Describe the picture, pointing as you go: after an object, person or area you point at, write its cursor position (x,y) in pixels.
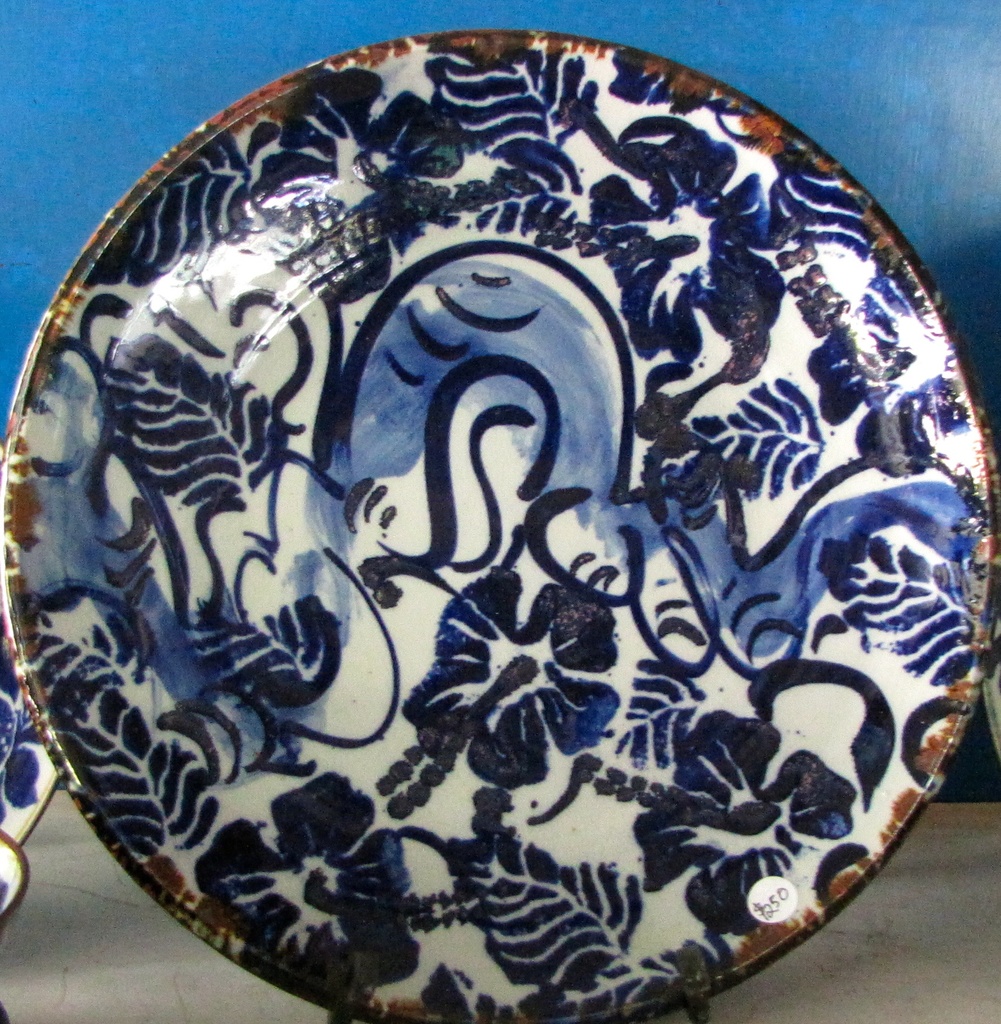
In this image in front (459,915) there are plates (476,910) on the floor (115,971). In the background of the image (183,102) there is a wall (149,78).
